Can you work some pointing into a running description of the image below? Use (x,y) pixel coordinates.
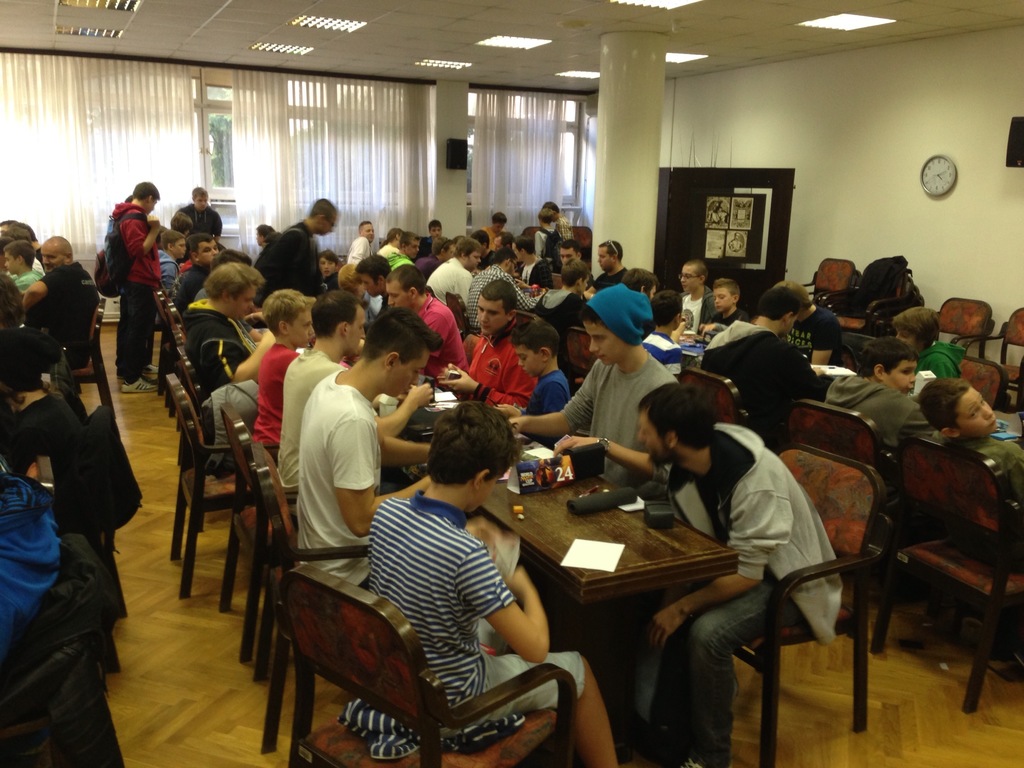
In this picture we can see a crowd (214,265) of people (191,289) where some are sitting and some are standing carrying their bags (110,294) and in background (313,114) we can see windows (217,142) with curtains (307,150), pillars (626,153), wall (879,208) and on wall (893,161) there is watch (926,166), here it is a frames (719,215) and two pillars (451,180) these are speakers (460,155) and here on table (547,525) we can see some papers (606,556) and toys (534,461).
